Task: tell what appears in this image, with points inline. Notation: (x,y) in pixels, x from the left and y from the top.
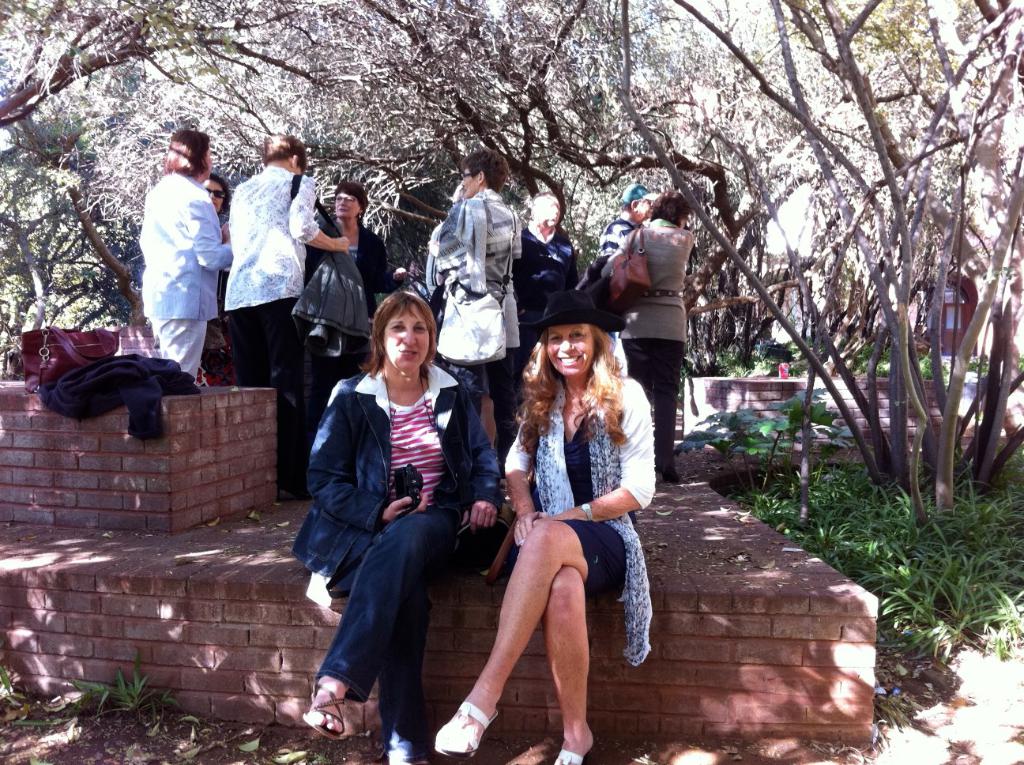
There are two persons (568,604) sitting on a platform (277,567) at the bottom of this image (519,536). There are some persons (259,271) standing in the middle of this image (407,263) and there are some trees (126,227) in the background (743,207).
